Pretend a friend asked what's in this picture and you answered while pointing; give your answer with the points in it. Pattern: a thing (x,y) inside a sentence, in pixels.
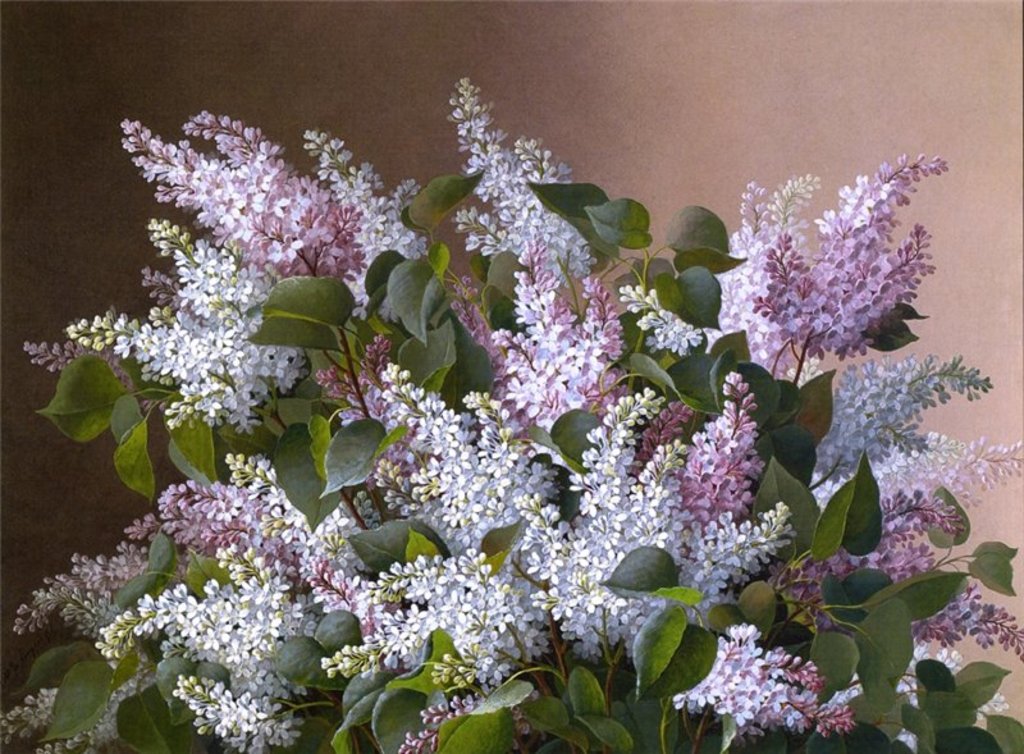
In the center of the image (512,324) we can see the flowers (510,462) and leaves (95,706). In the background of the image (900,115) we can see the wall (256,64).
